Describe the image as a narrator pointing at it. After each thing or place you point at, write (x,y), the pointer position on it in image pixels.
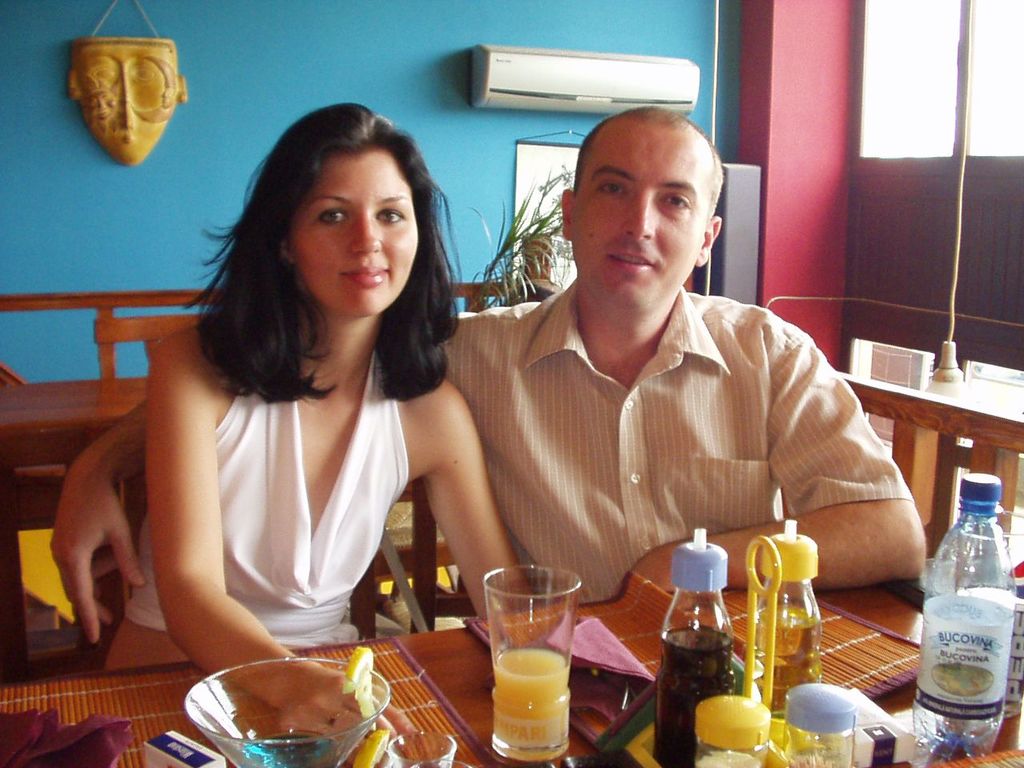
There is a couple (382,534) sitting in front of a table (880,623) and posing for the photo, on the table (481,705) there are some glasses (533,690), bottles (785,669), a cigar box (892,745) and some other items (376,669). Behind the couple (220,320) there is another empty table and in the background (294,78) there is a wall (185,58) and there is an air conditioner (555,77) fit to the wall (555,111) and there is a plant (515,270) kept in front of the wall (460,234).
